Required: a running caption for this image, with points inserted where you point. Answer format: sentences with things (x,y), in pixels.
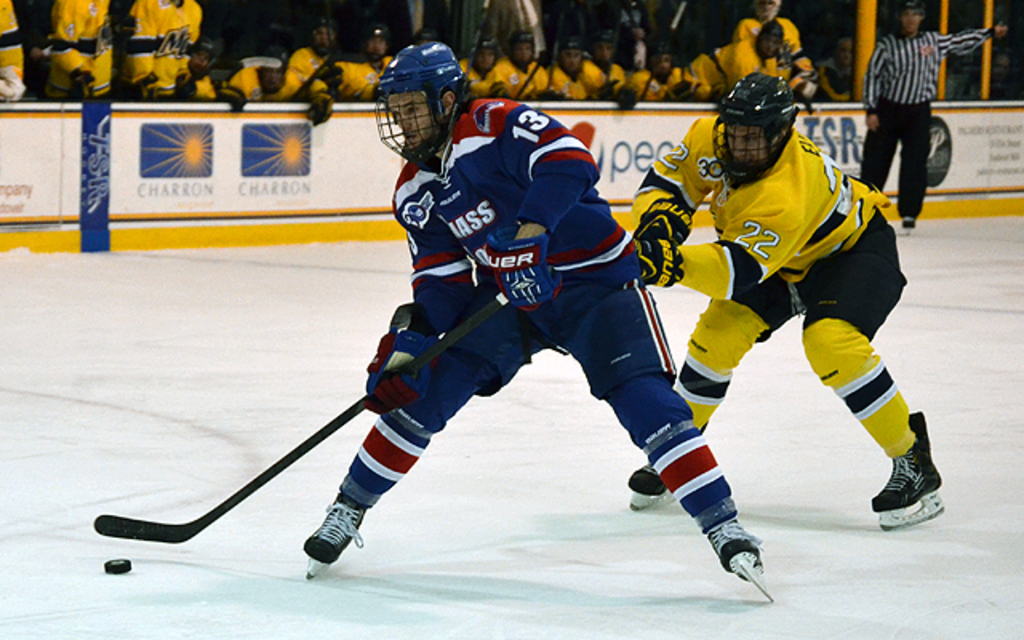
In this picture I can see 2 men (563,250) in front (803,163) who are playing ice hockey and I see that they are wearing jerseys (597,234). In the background (50,169) I can see the boards (18,159) on which there are words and logos (174,165) and I can also see number of people (610,88), who are wearing jerseys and I can see a man (919,177) on the right side of this picture (915,186) who is wearing white and black dress (899,92).
